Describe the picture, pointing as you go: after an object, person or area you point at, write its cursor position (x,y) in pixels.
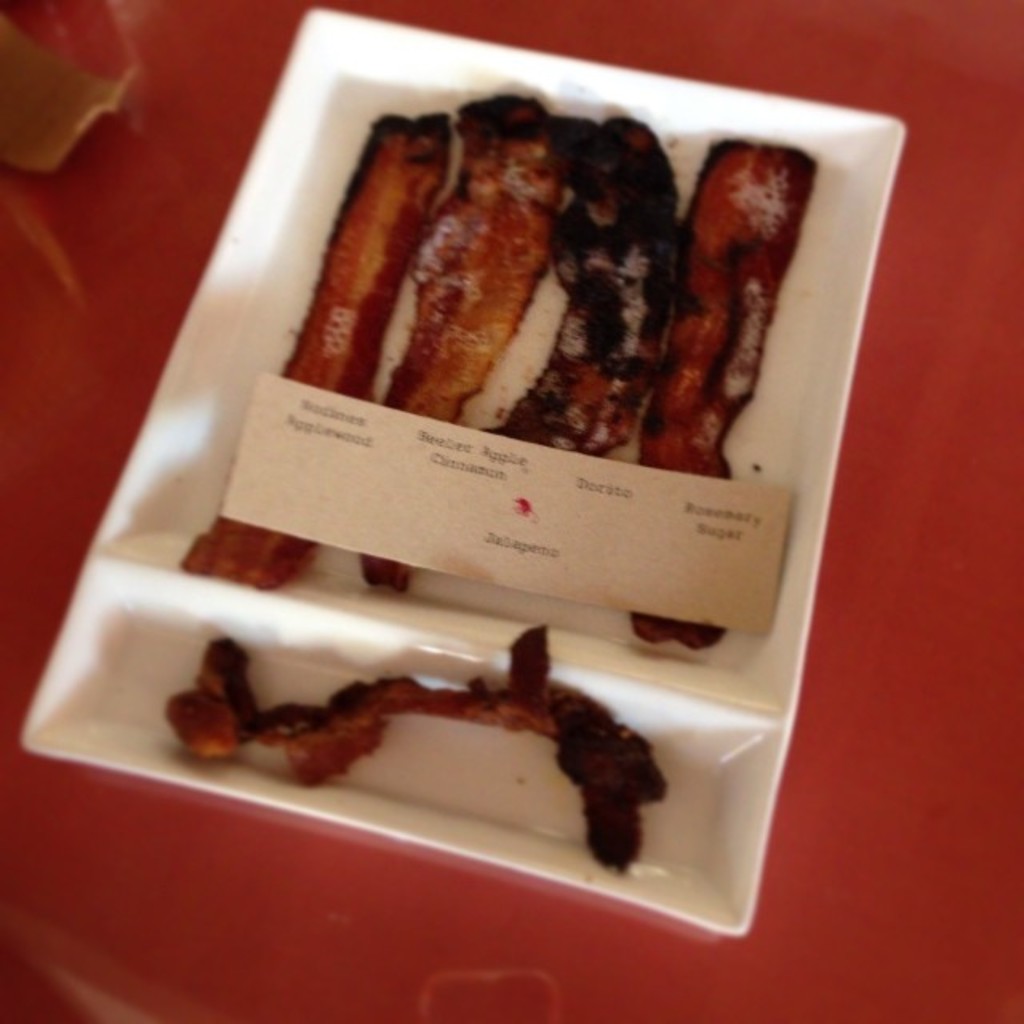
In the image there are fried meat pieces (473,295) in a white plate (275,199) on red table (470,903).
